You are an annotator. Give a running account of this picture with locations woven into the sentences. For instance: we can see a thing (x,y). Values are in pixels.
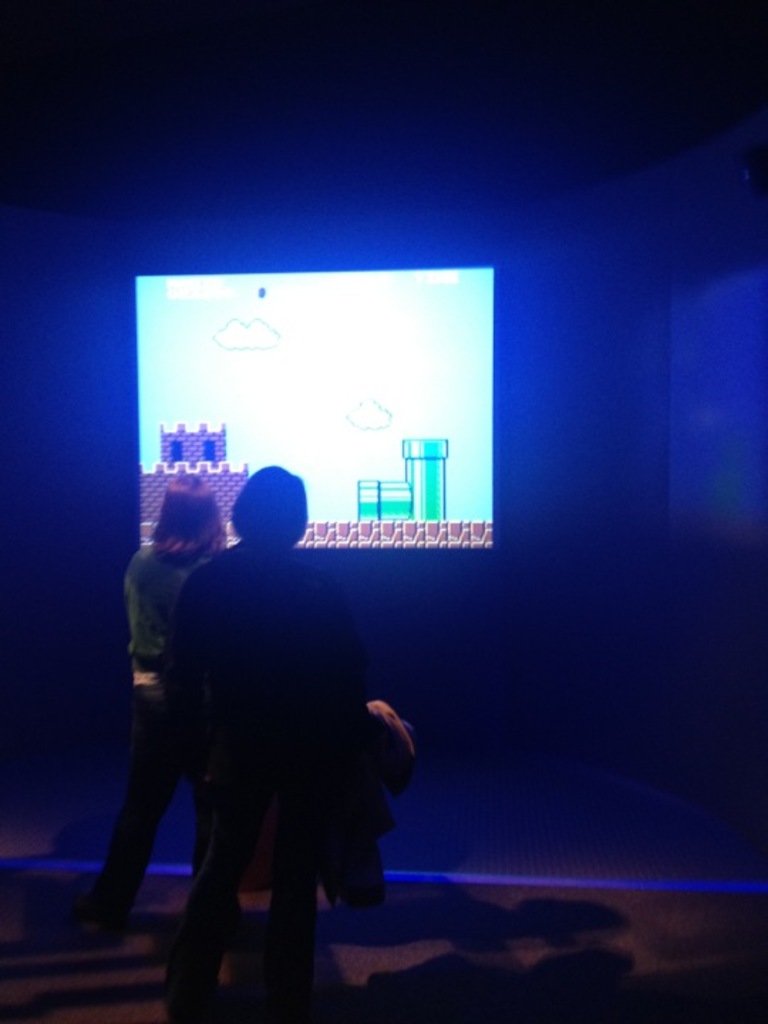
In this image we can see two people (307,670) standing on the floor (394,955). In that a person (323,738) is holding a cloth (342,801). On the backside (616,529) we can see the display screen (470,317) on a wall (538,471).
